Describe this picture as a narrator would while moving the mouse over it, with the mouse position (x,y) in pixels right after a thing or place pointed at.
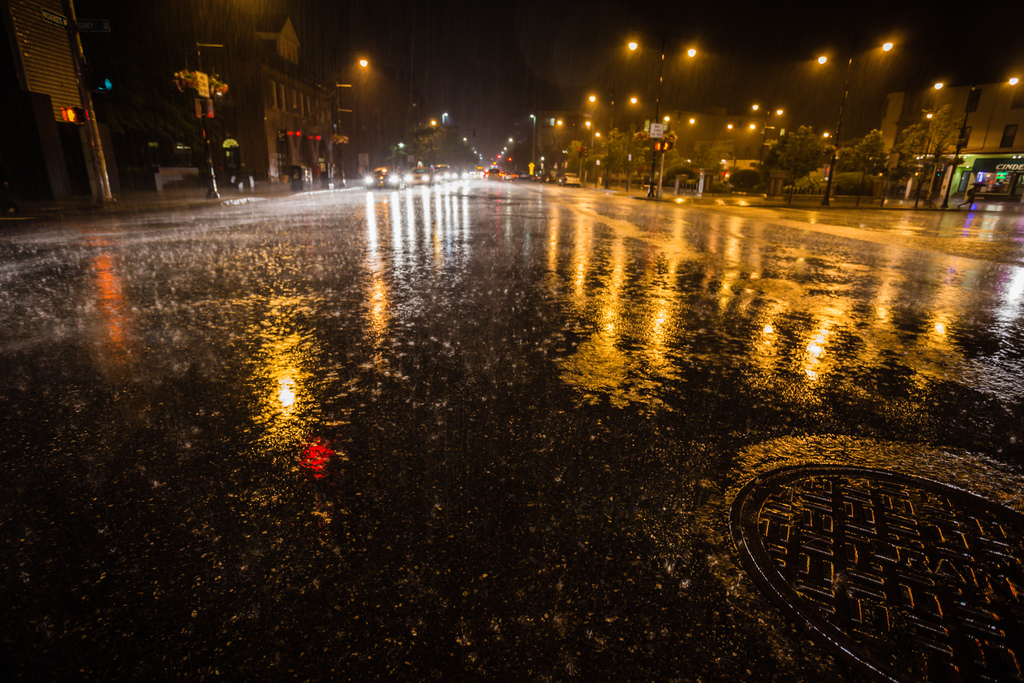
In this image in the center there are vehicles (425,177) moving on the road (527,244) and in the background (215,136) there are buildings (311,109), lights (407,180), trees (871,150) and on the right side (986,171) there is a board (1017,169) with some text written on it. In the front (288,388) the road (288,388) is shining and at the bottom right (858,591) there is a manhole lid (849,555) which is visible.
